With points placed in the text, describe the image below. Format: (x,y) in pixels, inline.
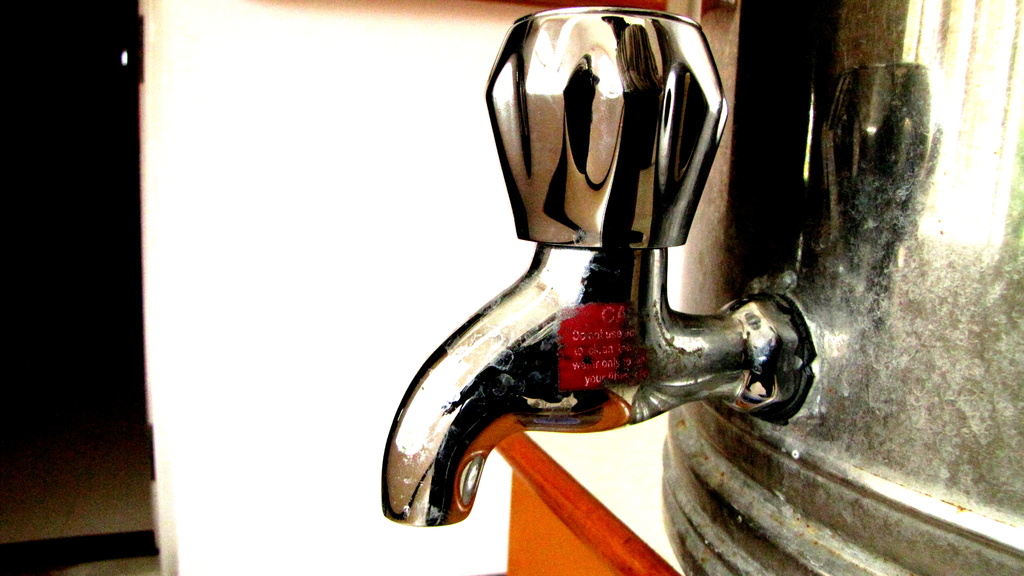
In front of the picture, we see a tap (439,488). On the right side (730,535), we see a water filter (909,147) which is placed on the white and the brown table (588,501). In the background (307,222), we see a white wall (344,159). In the left top (131,114), it is black in color. In the left bottom (89,482), we see a floor (82,503).
